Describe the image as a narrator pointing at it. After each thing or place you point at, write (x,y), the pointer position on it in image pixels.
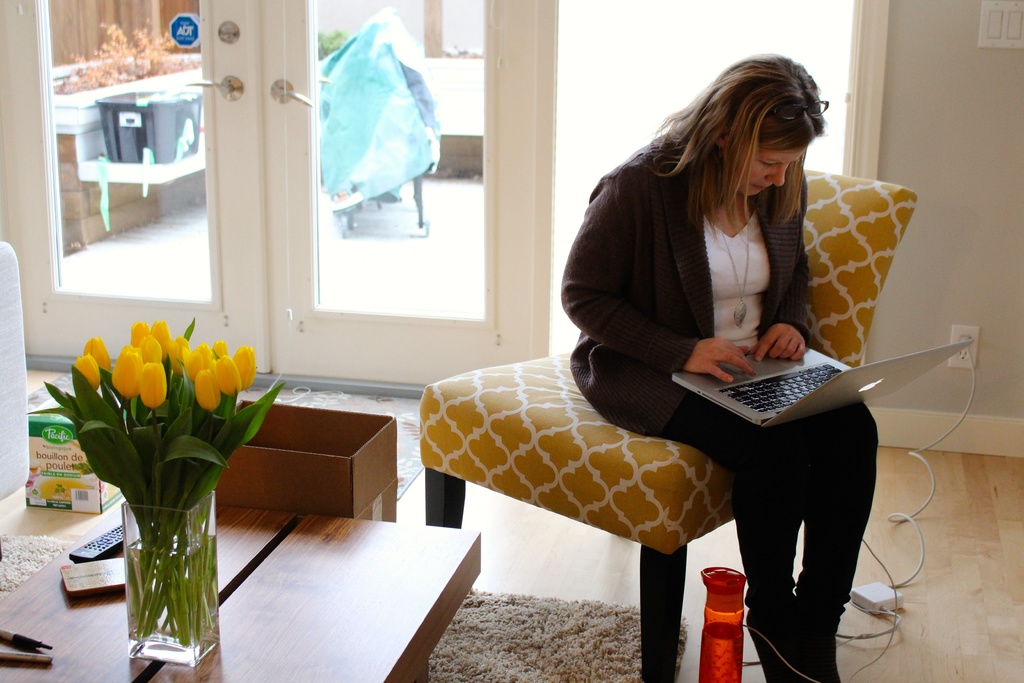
The photo is taken in a room (580,382). A lady (641,321) is sitting on a chair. She is working on laptop (824,379). beside her on a table (255,638) there are flowers (143,442) in vase (150,637), remote (98,556), pen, a box (70,491). Beside her there is a carton (318,479). There is a mat (372,412) on the floor (563,564). There is a bottle (716,639) down the chair (667,609). In the background (469,64) there is a glass door (232,207). Outside there is a box (117,136), few plants (87,69).
